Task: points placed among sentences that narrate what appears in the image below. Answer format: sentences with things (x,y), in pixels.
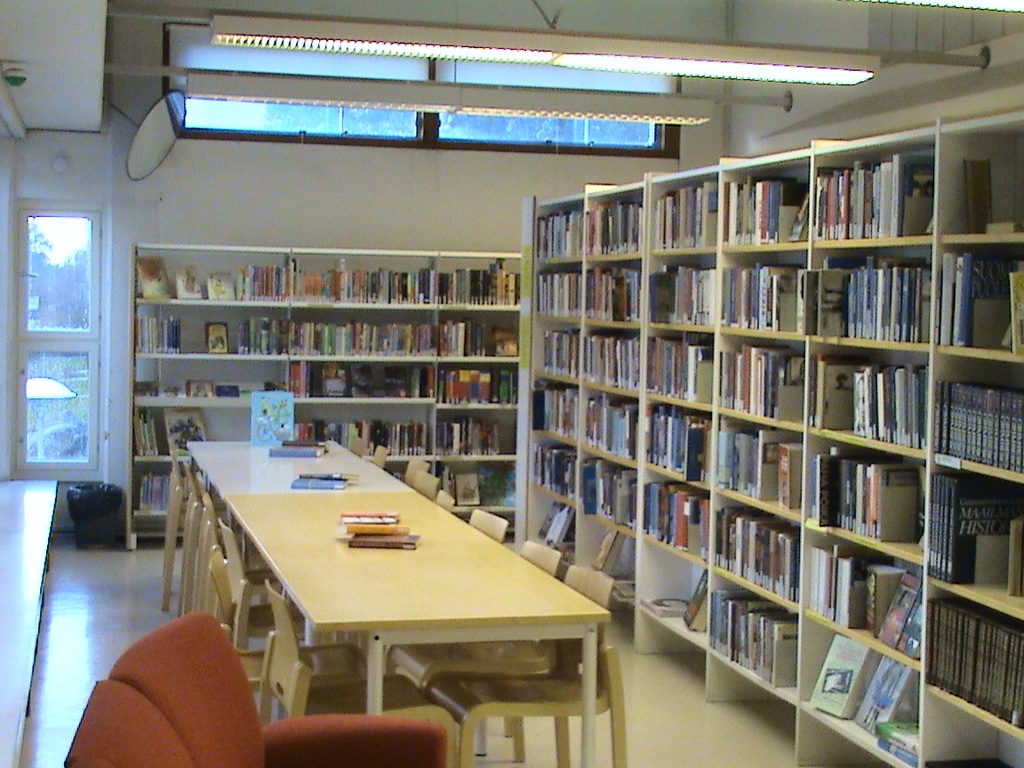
In the foreground (468,575) I can see tables (417,527), chairs (287,733), cupboards (773,606) in which different types of books (733,452) are kept. In the background (102,168) I can see a door (52,245), wall (503,180) and lights (280,33). This image is taken may be in a hall (434,11).
